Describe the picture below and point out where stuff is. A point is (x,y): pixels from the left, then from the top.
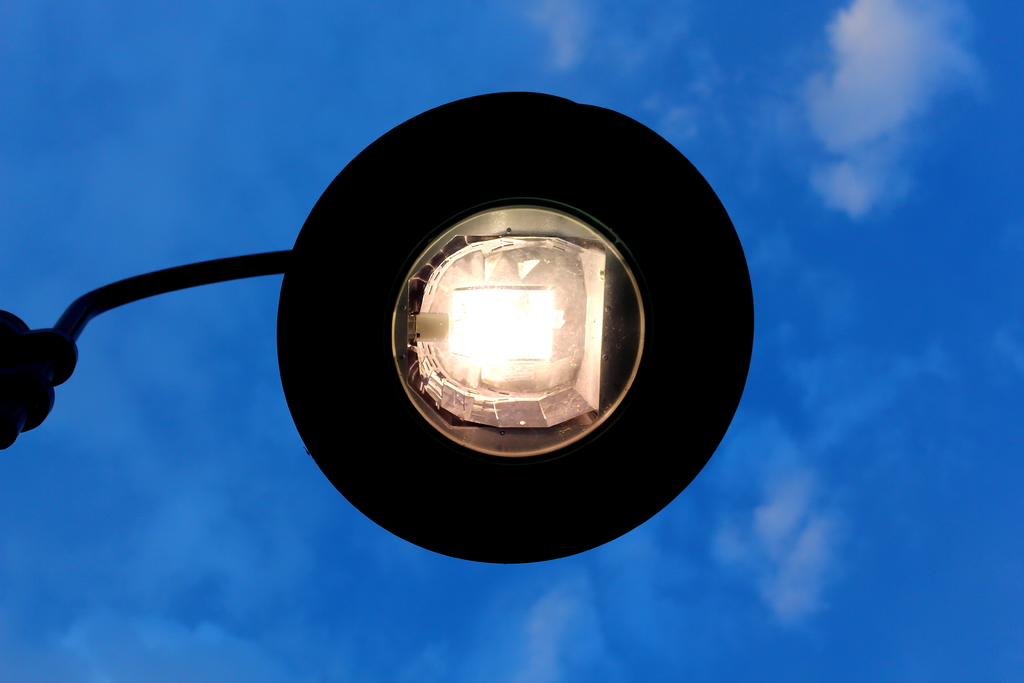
In this picture we can see a street light (604,509) and a rod (180,271). Sky (91,449) is blue in color and cloudy.
